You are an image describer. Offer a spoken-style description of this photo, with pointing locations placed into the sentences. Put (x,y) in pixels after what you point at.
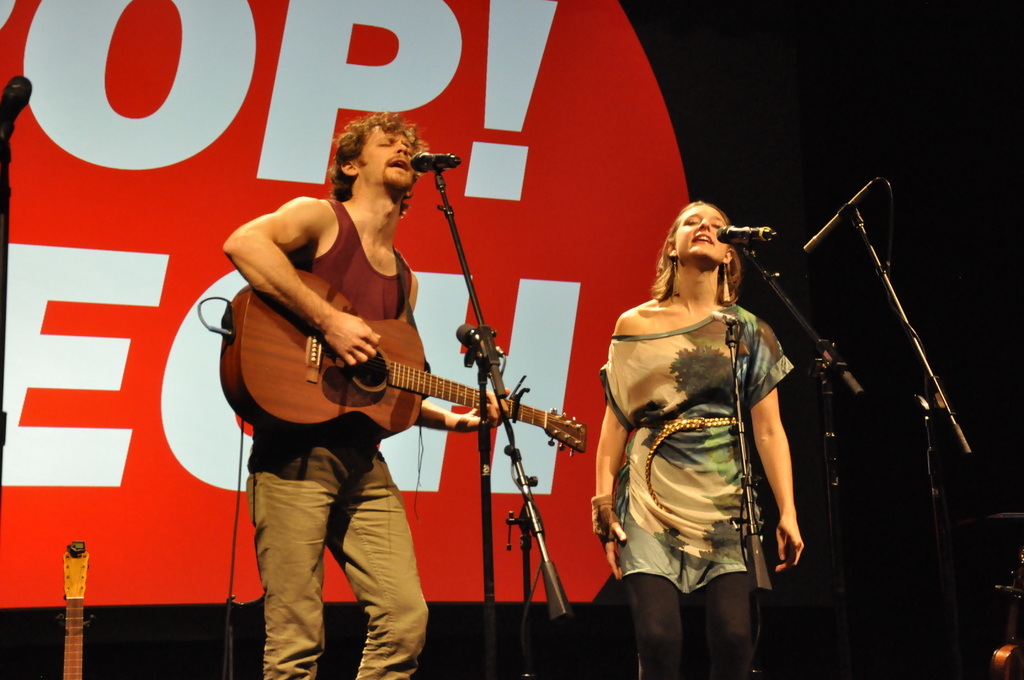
In this picture we can see man (339,273) and woman (685,238) singing on mic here man (315,605) is playing guitar (319,375) and in background (144,252) we can see banner (458,143).
